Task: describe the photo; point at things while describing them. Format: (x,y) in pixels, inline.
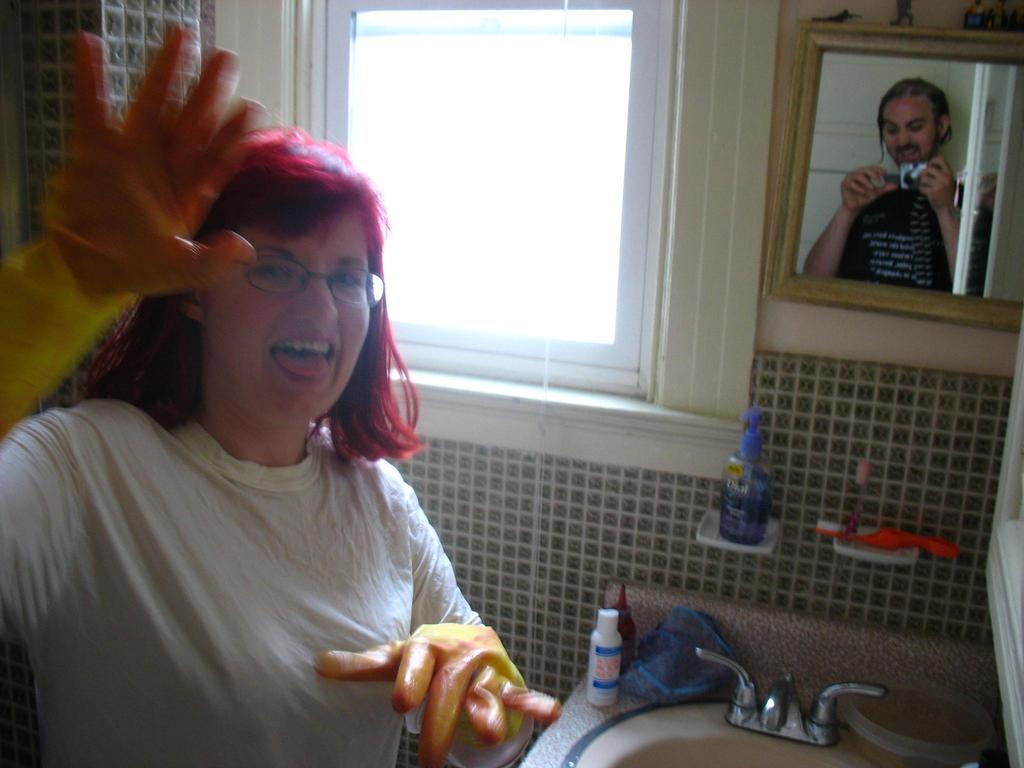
In this picture there is a woman (339,586) with white t-shirt (300,522). On the right side of the image (692,754) there is a wash basin (670,734) and there are objects (637,679) on the wash basin (656,709) and there is a bottle (759,461) and there is a brush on the stands (864,554) and there is a mirror (1014,67) on the wall (764,438), on the mirror (848,59) there is a reflection (906,281) of a man (906,248). At the back (693,392) there is a window (588,373) and there is a wall (505,503).
